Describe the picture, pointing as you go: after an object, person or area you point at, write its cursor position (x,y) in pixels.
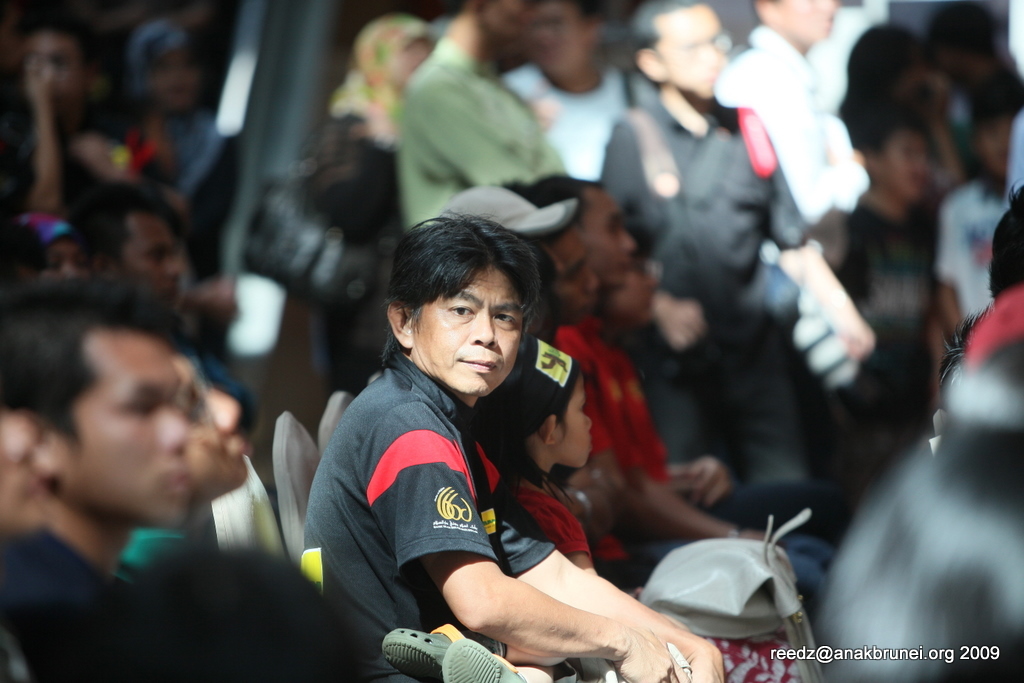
In this image, I can see few people (359,504) sitting and few people (355,174) standing. This looks like a bag (721,587). The background (787,307) looks slightly blurred. At the bottom of the image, I can see the watermark (780,659).
